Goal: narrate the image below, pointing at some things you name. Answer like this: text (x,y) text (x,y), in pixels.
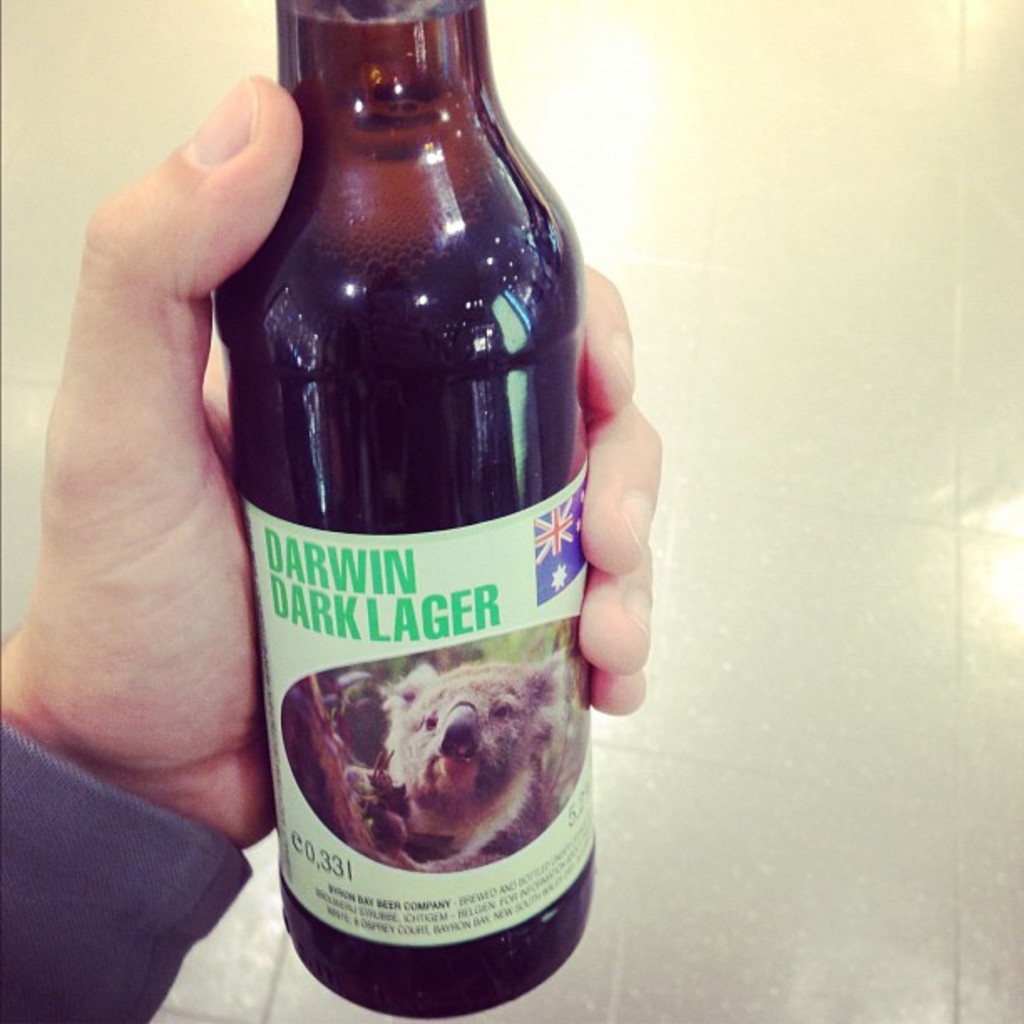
In this image i can see a bottle (483,610).
